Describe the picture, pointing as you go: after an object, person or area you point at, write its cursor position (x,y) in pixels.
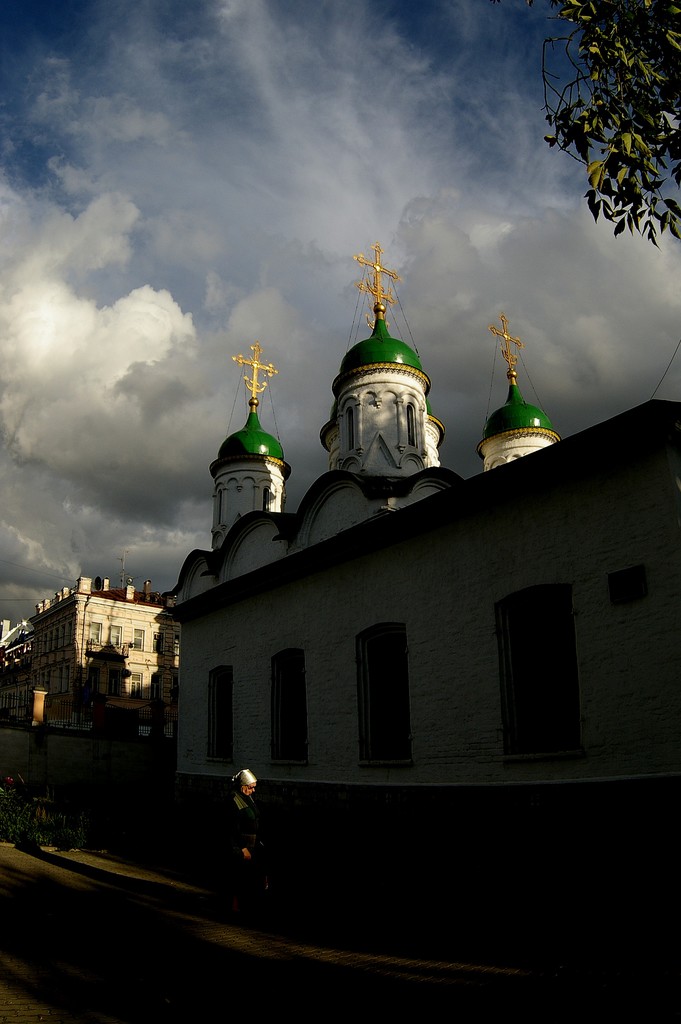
In this image I can see a person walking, background (660,490) I can see a building (494,430) in green and white color. I can also see trees (604,153) in green color and sky (207,229) in blue and white color.
